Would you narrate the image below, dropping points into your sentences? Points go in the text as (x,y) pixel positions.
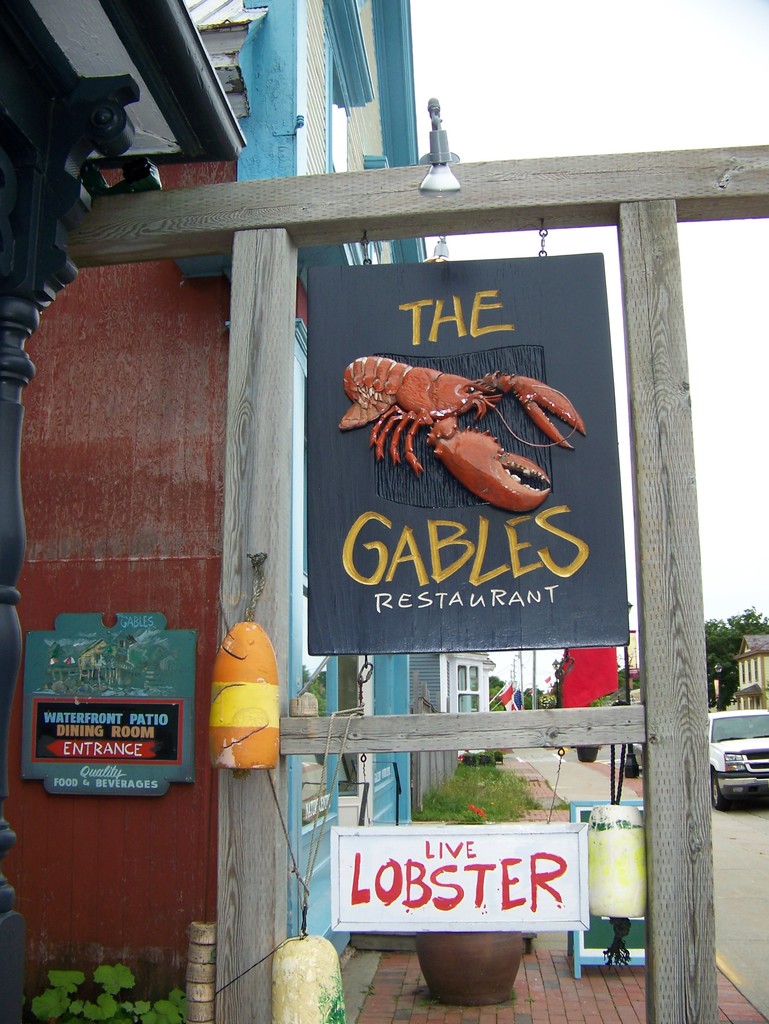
In this image we can see two boards (416,471) hanging on which we can see some text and we can also see plants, vehicle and trees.
